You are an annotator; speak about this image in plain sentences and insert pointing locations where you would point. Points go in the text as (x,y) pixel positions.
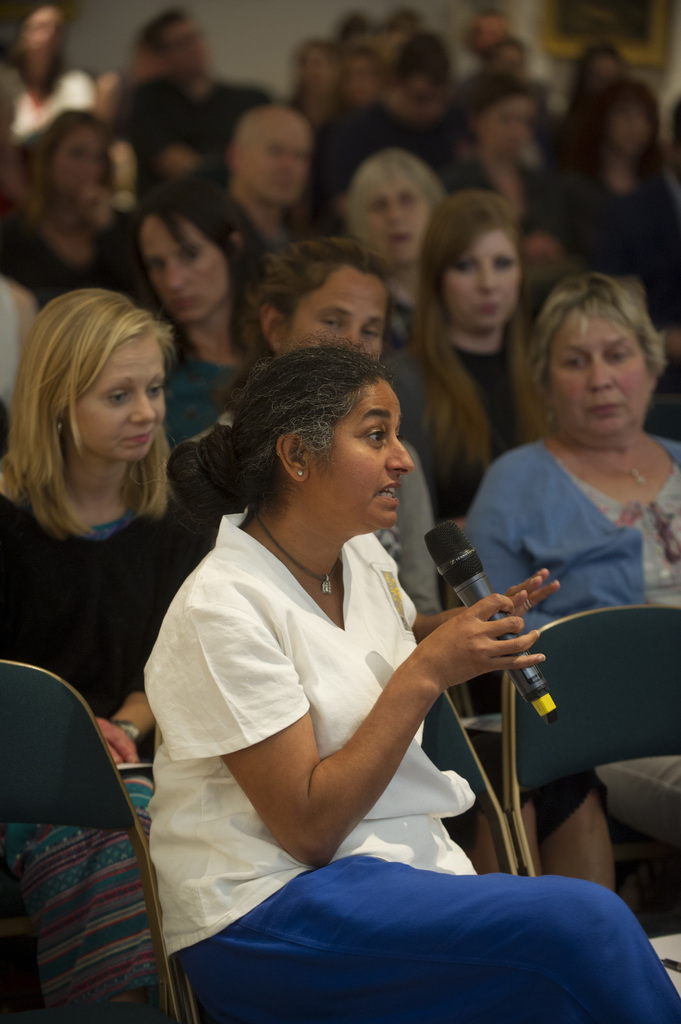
It is a meeting, there are a lot of people (193,129) sitting on the chairs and in the front (350,685) there is a woman (359,843) speaking something she is holding a mic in her hand (442,671) and she is wearing a white and blue dress (282,884).
